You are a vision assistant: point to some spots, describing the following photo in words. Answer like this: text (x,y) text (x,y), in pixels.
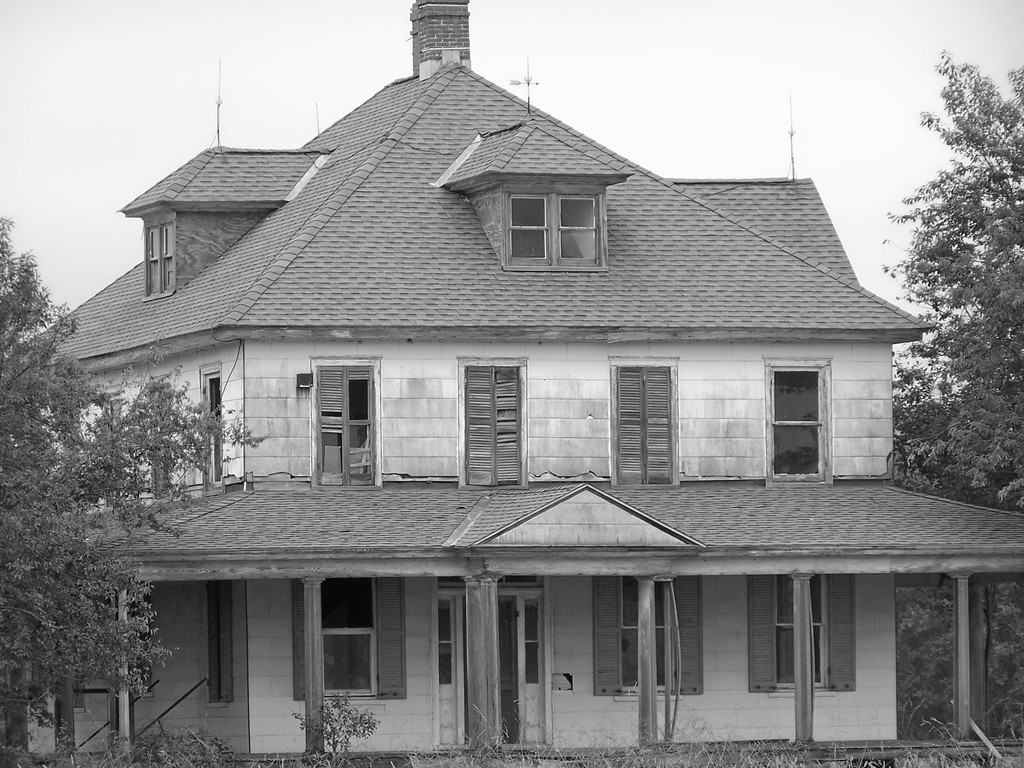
It is a black and white picture. In the center of the image (356,330) we can see the sky (322,29), clouds (5,127), trees (105,405), one building (560,406), pillars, windows (337,416), one door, fences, plants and a few other objects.
